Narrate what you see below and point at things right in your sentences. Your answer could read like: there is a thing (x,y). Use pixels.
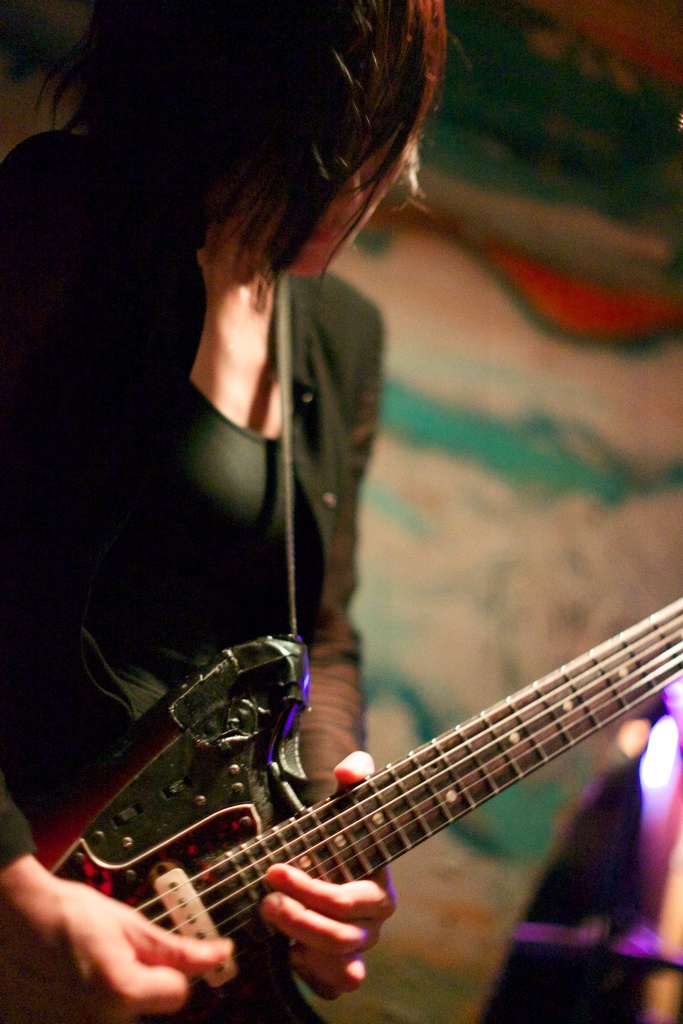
In this image we can see a person (165,24) holding a guitar (247,866). In the background (603,552) there is a wall (535,545).
